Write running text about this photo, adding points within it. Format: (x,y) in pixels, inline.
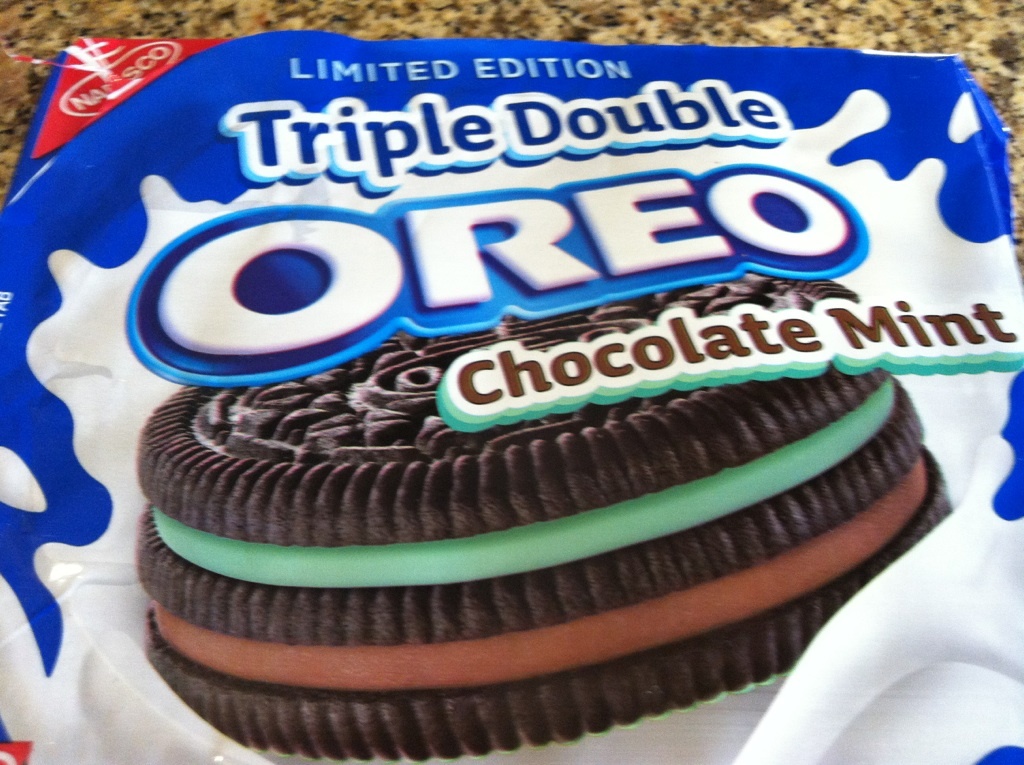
In this image there is a pack of biscuits (502,306) on the counter (13,135).
